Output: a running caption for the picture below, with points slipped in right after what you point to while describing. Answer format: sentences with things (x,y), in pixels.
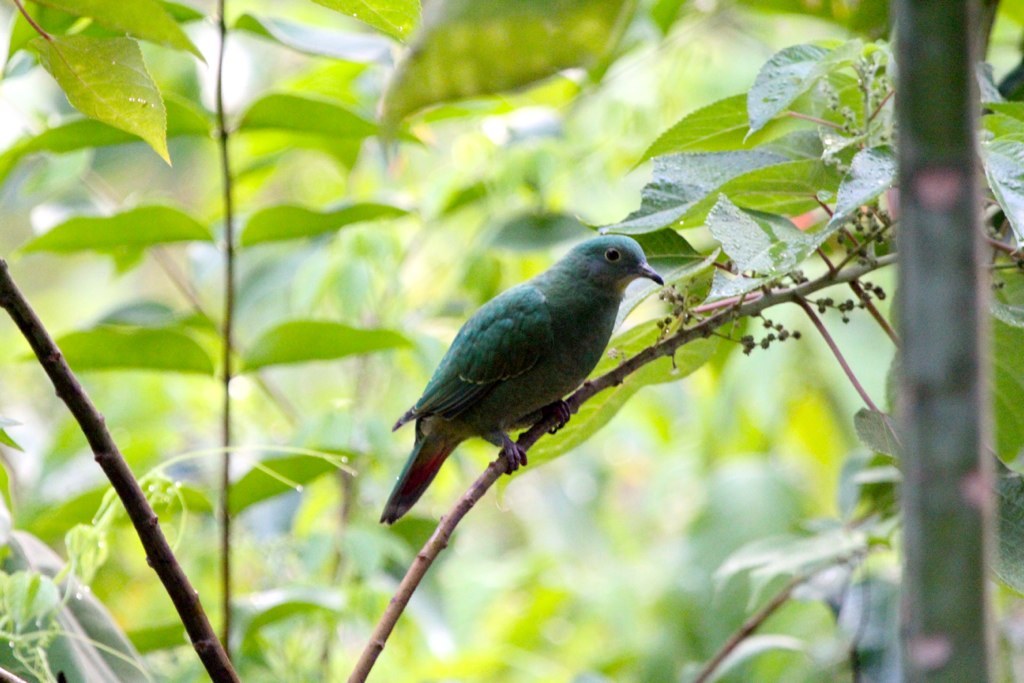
In the center of the image (552,338) a bird (543,348) is there. In the background of the image (428,215) leaves (332,226), branches (81,424) are there.
